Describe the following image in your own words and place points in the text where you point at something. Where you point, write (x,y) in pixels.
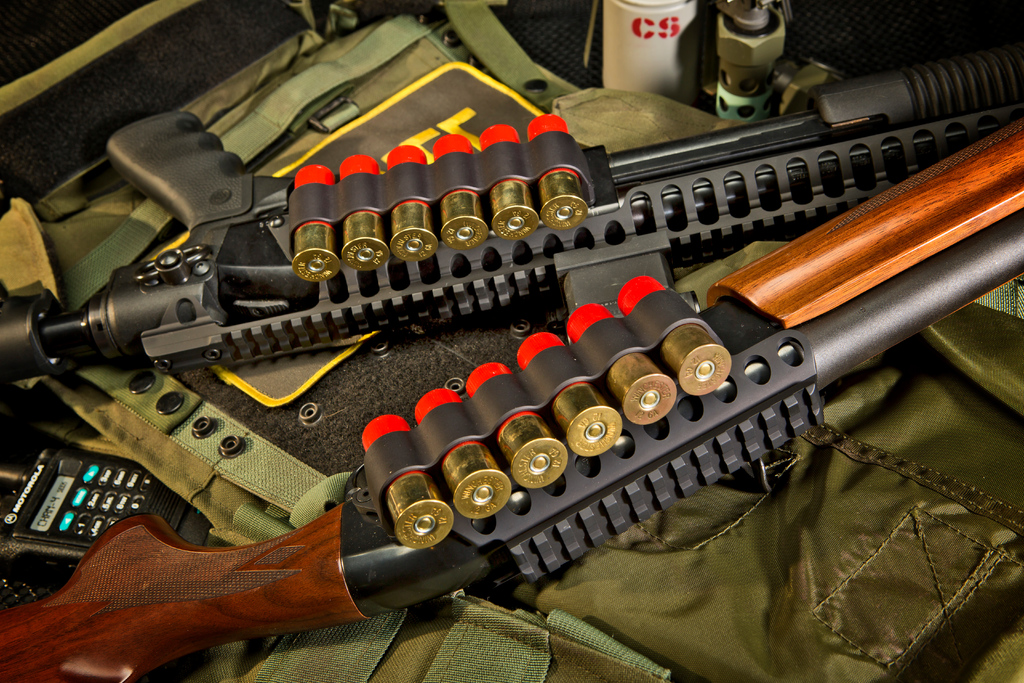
In this picture we can see guns (465,252) with bullets (567,195), gun bag (871,676), device (2,473) and objects (627,54).
